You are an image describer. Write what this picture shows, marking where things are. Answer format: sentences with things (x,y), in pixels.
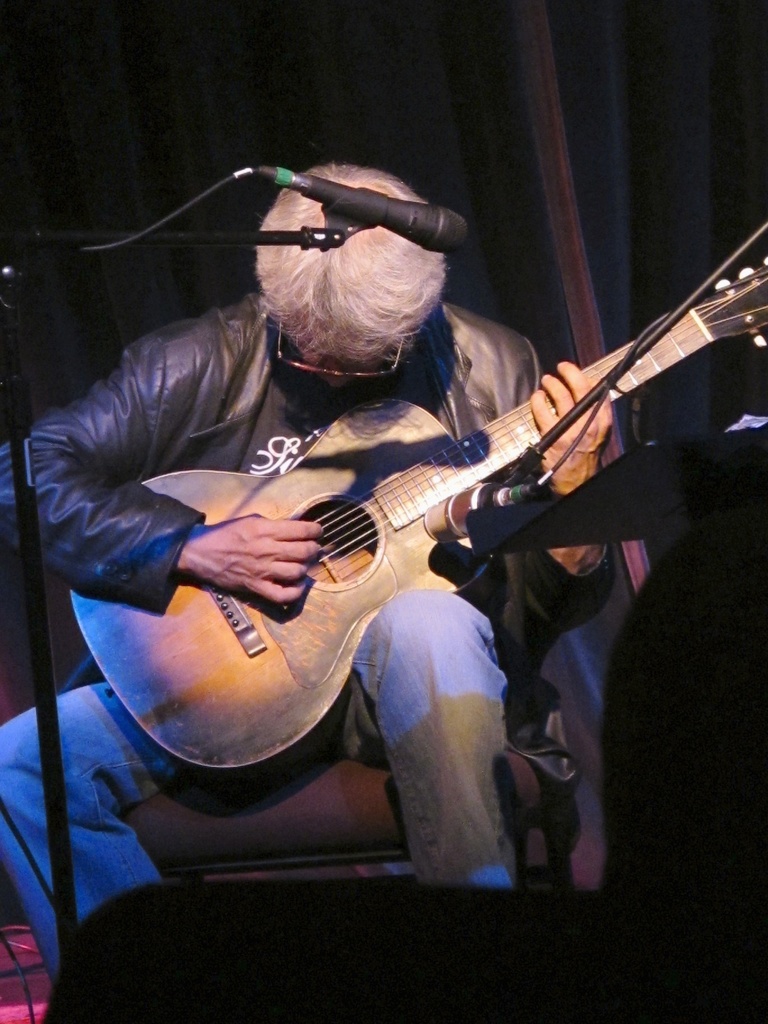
In the image we can see there is a person (365,300) who is sitting on chair (406,849) and holding a guitar (322,630) in his hand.
